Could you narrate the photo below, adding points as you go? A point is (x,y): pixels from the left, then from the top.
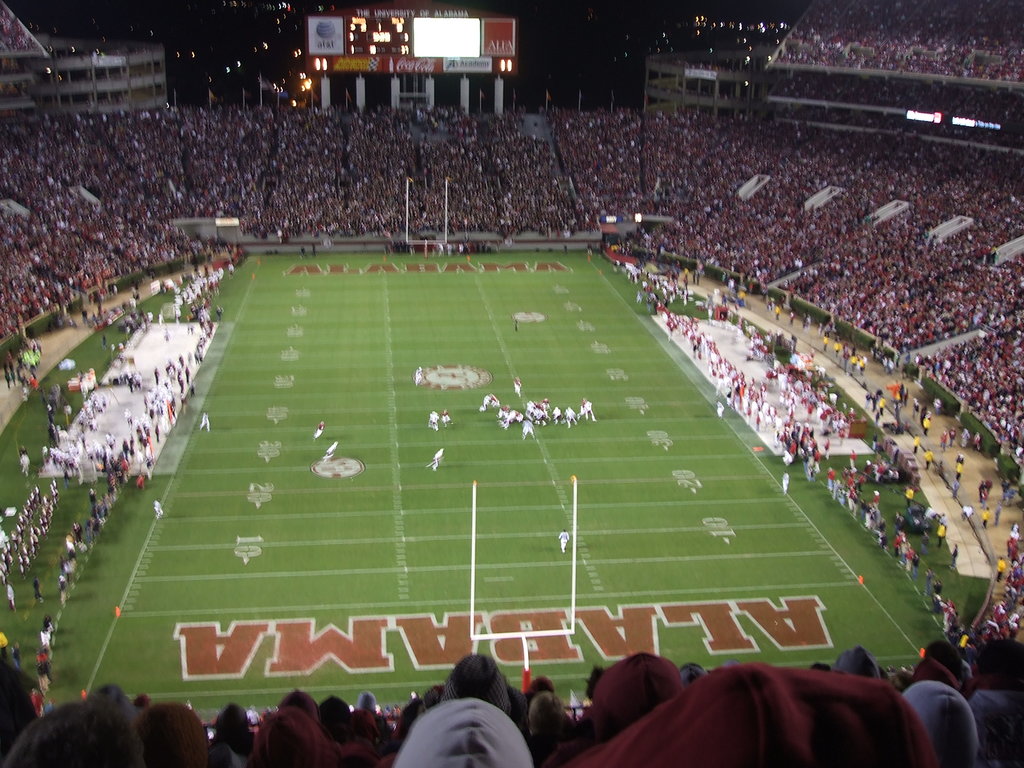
In this image, we can see people (442,245) on the ground (500,325) and in the background (398,212), there are stands (429,123), boards (493,65) and there is a crowd (755,199), lights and buildings (161,78).
